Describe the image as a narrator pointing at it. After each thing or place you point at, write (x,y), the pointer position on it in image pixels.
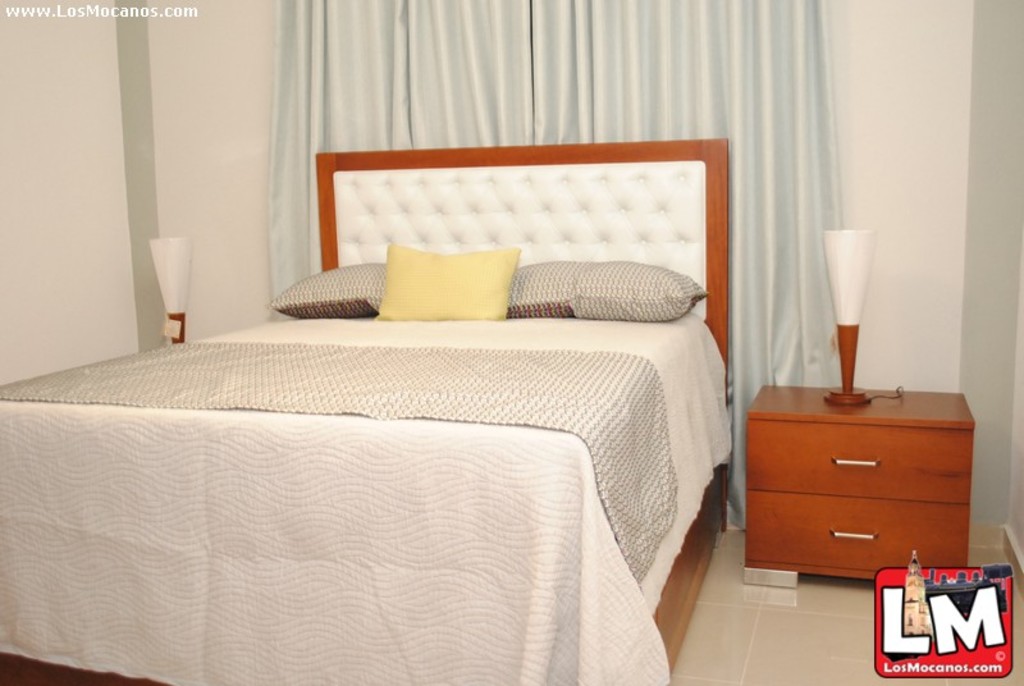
This is the bed (641,261) which is in the center (650,270) with pillows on it. This is curtain (537,33). This is a wooden table (802,417) where a table lamp (847,403) is kept on it.
